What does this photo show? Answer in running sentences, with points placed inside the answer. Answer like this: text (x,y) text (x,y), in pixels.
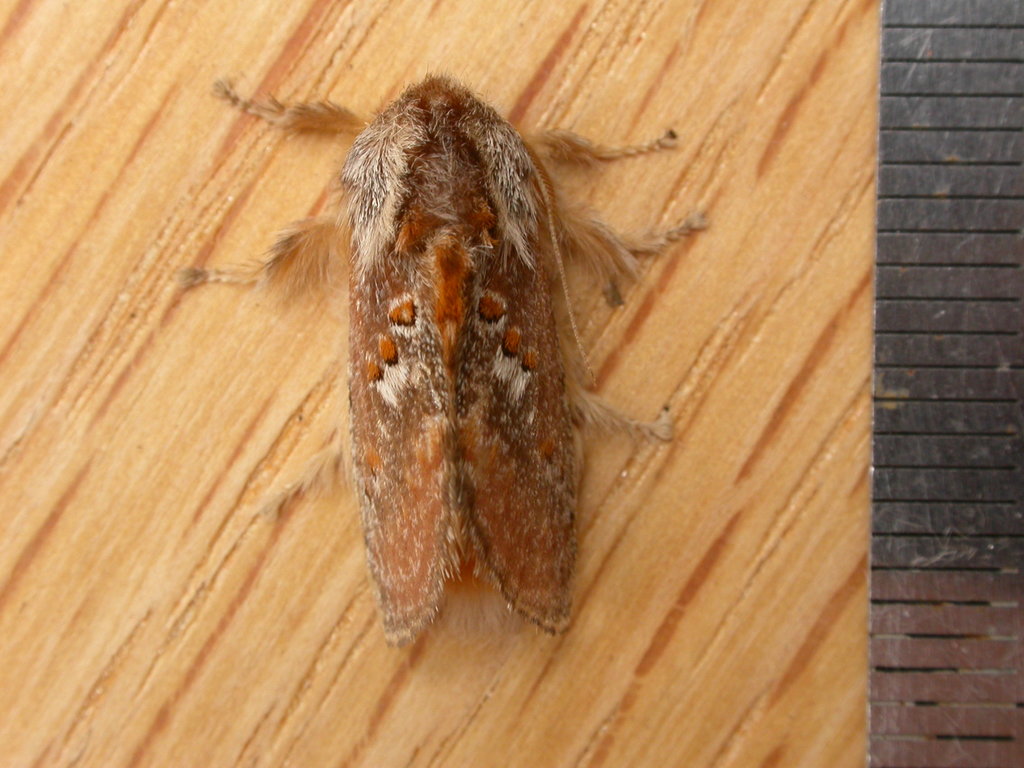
In this image there is a table (767,488). In the middle of the image (577,456) there is a moth (450,406) on the table (817,557).
